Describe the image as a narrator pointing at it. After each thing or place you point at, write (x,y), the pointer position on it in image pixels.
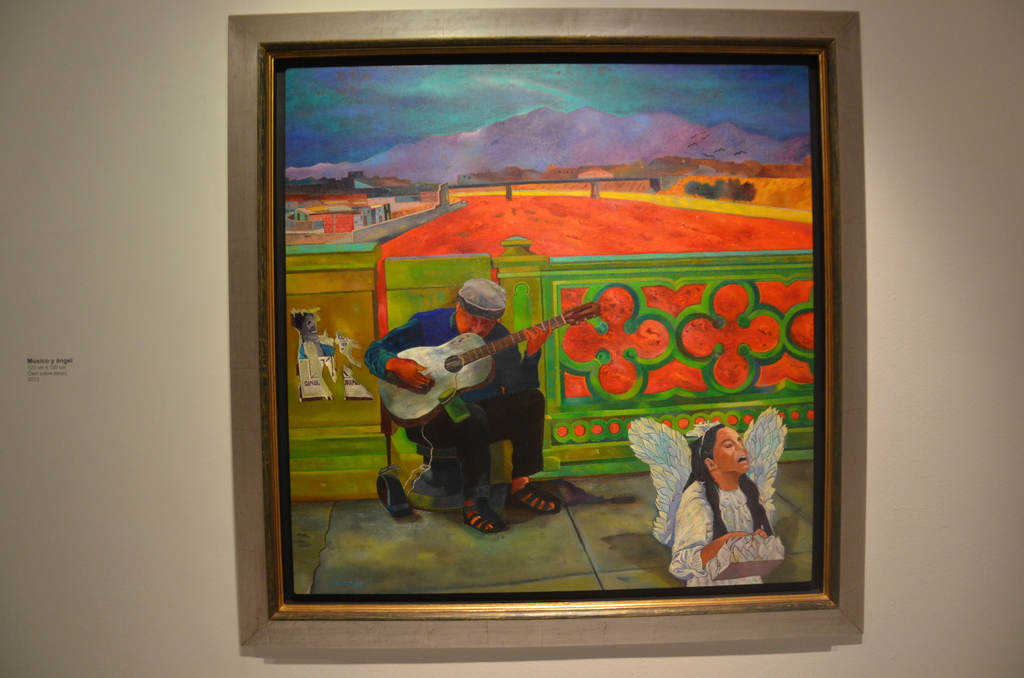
In this picture there is a photo frame (284,248) mounted to the wall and a small label (59,359) attached beside the frame (243,296) on the wall (59,224). In the photo frame (424,174) a man (483,296) is sitting and playing guitar (480,359) and a lady (712,447) dressed as an angel, holding a basket (727,551). The background (480,214) is red colored and few houses (334,218).
